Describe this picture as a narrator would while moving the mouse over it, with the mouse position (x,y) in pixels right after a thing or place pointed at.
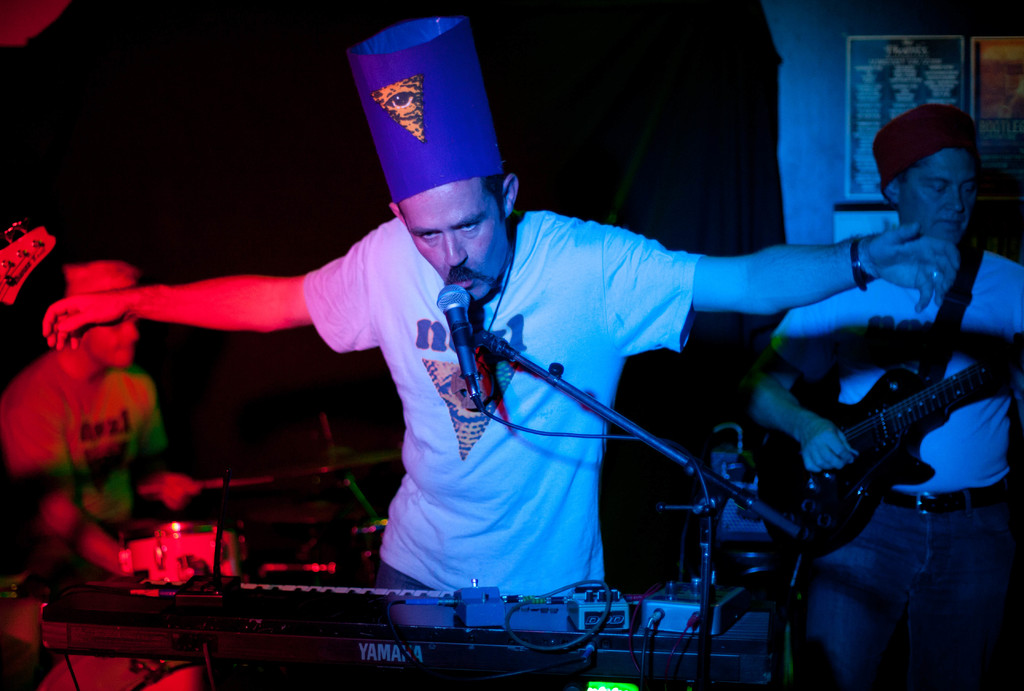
In this image we can see a person (491,384) wearing cap (420,161). In front of him there is a musical instrument (325,602). Also there is a mic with mic stand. On the right side (902,344) there is a person (897,193) wearing cap (899,144) is playing a guitar (865,472). On the left side (75,419) there is another person (97,386). In the background (349,134) it is dark.
